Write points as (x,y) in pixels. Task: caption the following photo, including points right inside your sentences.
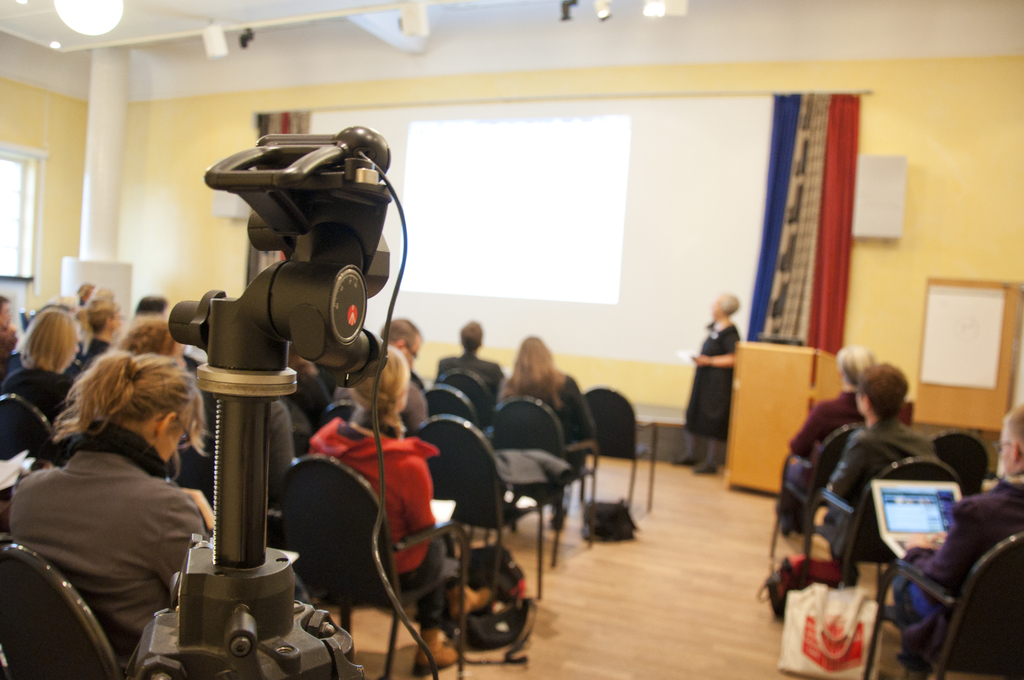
In the image we can see there are many people (37,473) around wearing clothes (357,459), they are sitting and one is standing. Here we can see handbags (831,649) on the floor (641,601). Here we can see a camera (324,255) with cable wires (375,557). Here we can see projected screen (499,251), curtains (783,220), podium (745,408), light (76,12) and a window (11,252).
